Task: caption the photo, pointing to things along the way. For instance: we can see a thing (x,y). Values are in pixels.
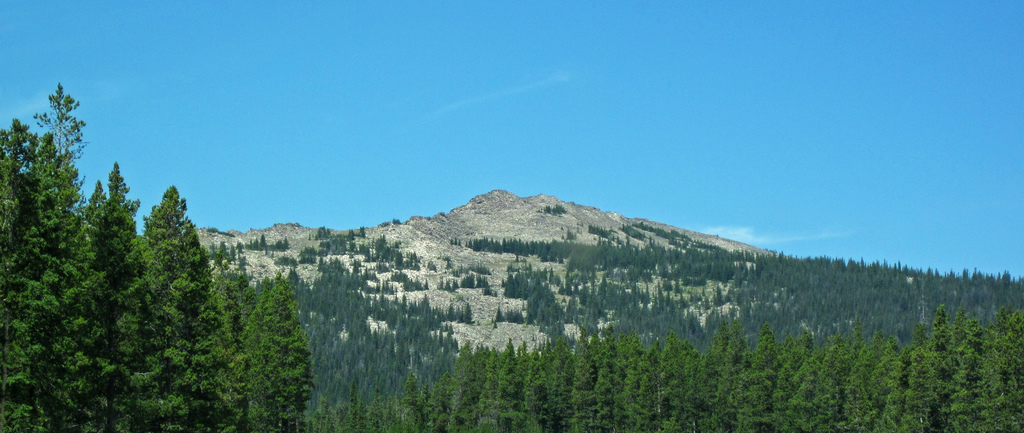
In the picture I can see groups of trees (60,301). In the background (306,288), I can see mountains (428,217). There is a sky (302,217) on the top of this image (282,140).
